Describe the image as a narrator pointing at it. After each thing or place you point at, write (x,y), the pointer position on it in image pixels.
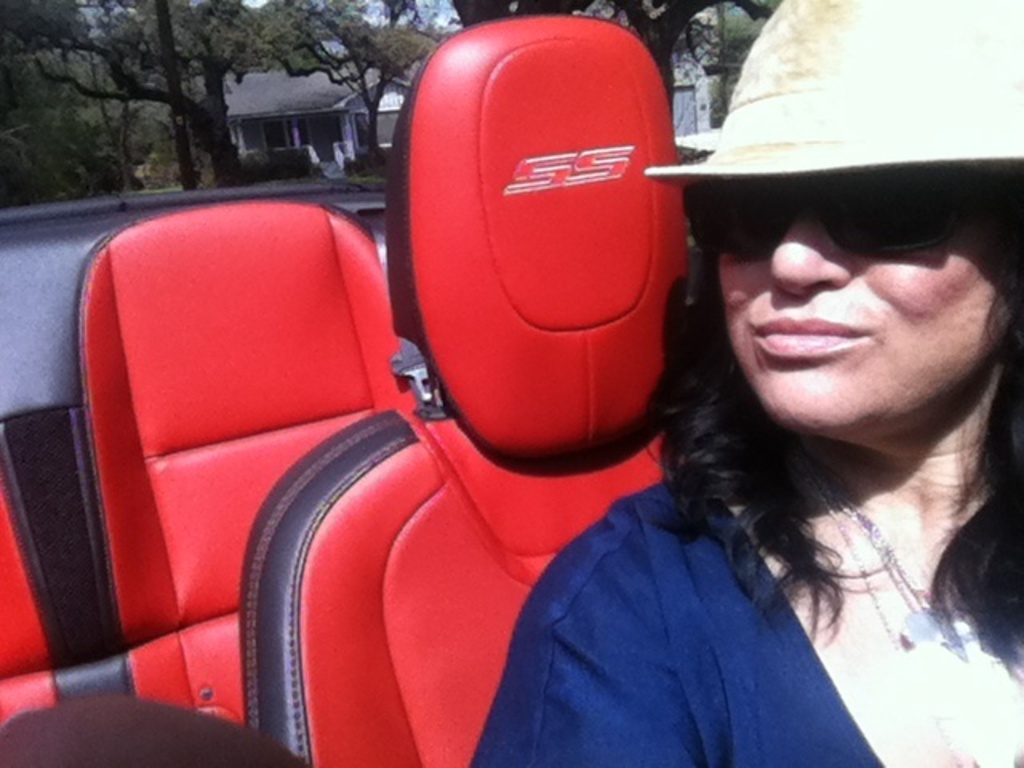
In the image we can see a woman (737,682) wearing clothes (746,687), neck chain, goggles (888,233) and hat (826,131). Here we can see a vehicle (237,599) and these are the seats (426,75). There are many trees (115,71) and a building (318,140).
